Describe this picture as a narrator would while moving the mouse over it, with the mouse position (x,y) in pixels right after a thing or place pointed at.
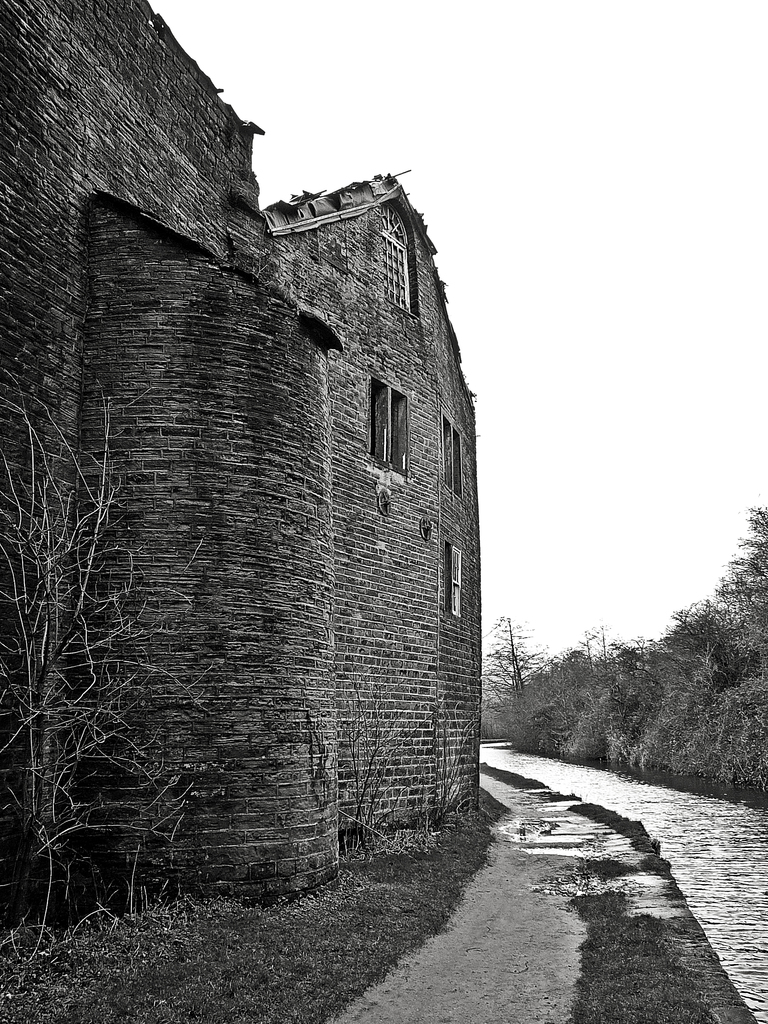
In this image I can see the building (435,646), few glass windows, trees (588,669) and the sky (565,221) and the image is in black and white.
